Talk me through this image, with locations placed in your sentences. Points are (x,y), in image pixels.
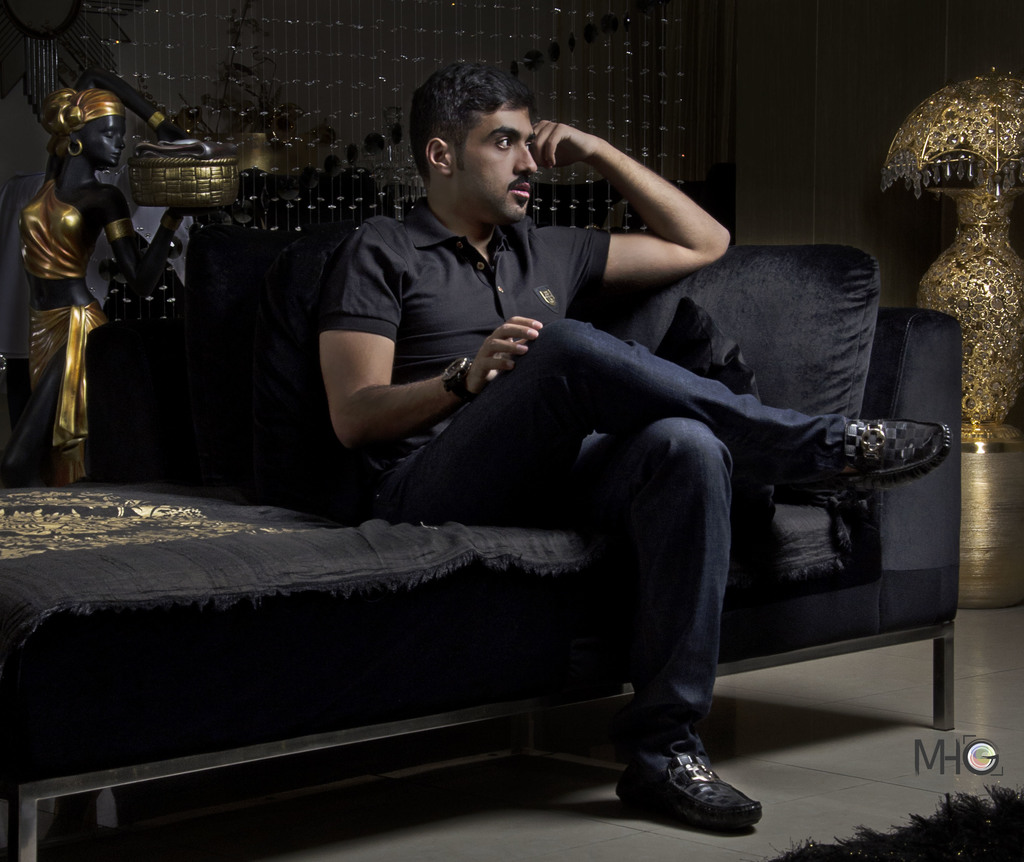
In this picture we can see one person (529,438) sitting on a sofa (750,364). He wore watch (466,381). This is a floor (786,844) and carpet (923,826). Here we can see few decorative home products (984,300).
